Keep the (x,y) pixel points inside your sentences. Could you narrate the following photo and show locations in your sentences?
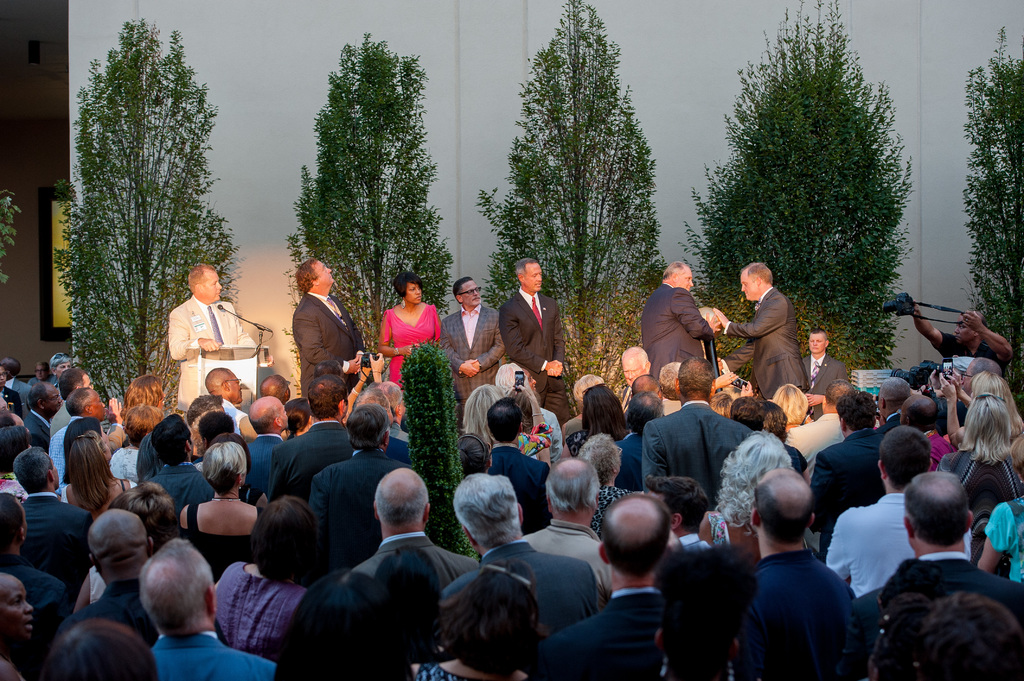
In this image I can see group of people (11,399) standing, in front (716,419) the person (709,403) is wearing gray color blazer (709,455) and the person (389,320) at left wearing pink color dress (415,332), I can also see a camera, a microphone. Background (304,17) I can see trees (877,254) in green color and the wall (288,57) is in white color.
